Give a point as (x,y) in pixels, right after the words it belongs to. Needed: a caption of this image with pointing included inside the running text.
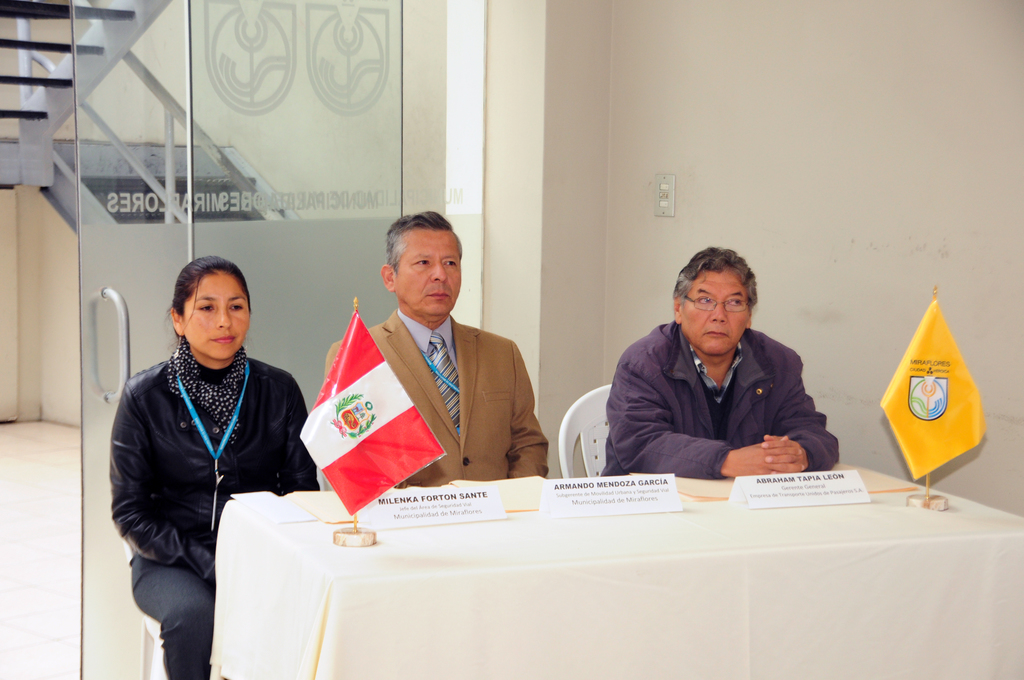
In this image I can see on the left side (281,419) a woman (138,523) is sitting, she wore black color coat (212,492). Beside her two men (497,446) are sitting on the chairs (597,448), they wore coats (646,416), there are two flags (944,327) on this table (602,525). At the back side (178,140), there is the glass wall (313,155) and a staircase (228,155) in this image.
